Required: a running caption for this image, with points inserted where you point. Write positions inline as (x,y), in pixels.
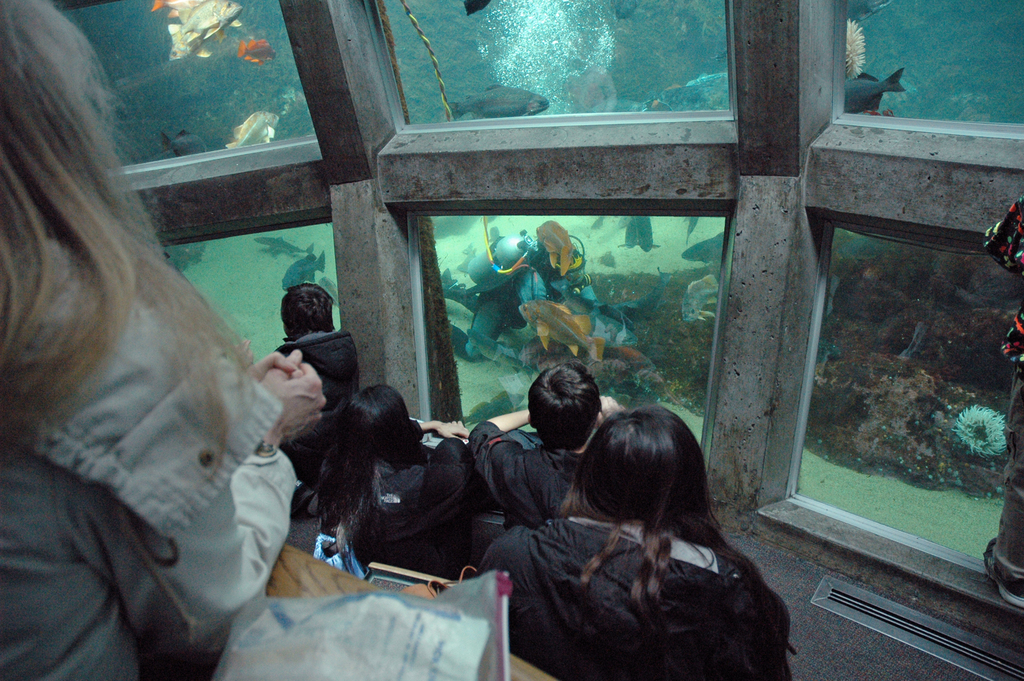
In this image we can see many people (366,512). There are glass walls (463,274). Through the glass wall (580,303) we can see fishes (174,47) in the water (497,228). Also we can see a person (526,297) in the water (523,229). And there is coral (866,364).
